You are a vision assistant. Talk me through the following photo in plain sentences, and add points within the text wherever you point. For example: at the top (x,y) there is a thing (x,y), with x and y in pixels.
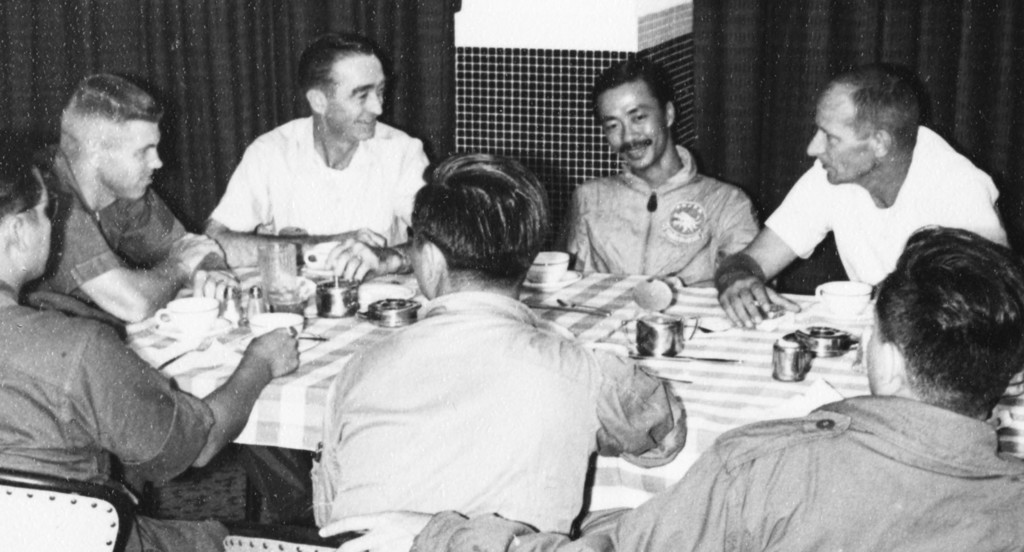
There are many persons (410,238) sitting around a table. On the table (354,318) there are plates (562,276), cup (551,269), saucer (573,270), glasses (294,263), and a tablecloth (330,360). In the background (382,45) there is a curtain (778,58) and a wall (575,24). And there are chairs (75,501) in this room (238,505).
